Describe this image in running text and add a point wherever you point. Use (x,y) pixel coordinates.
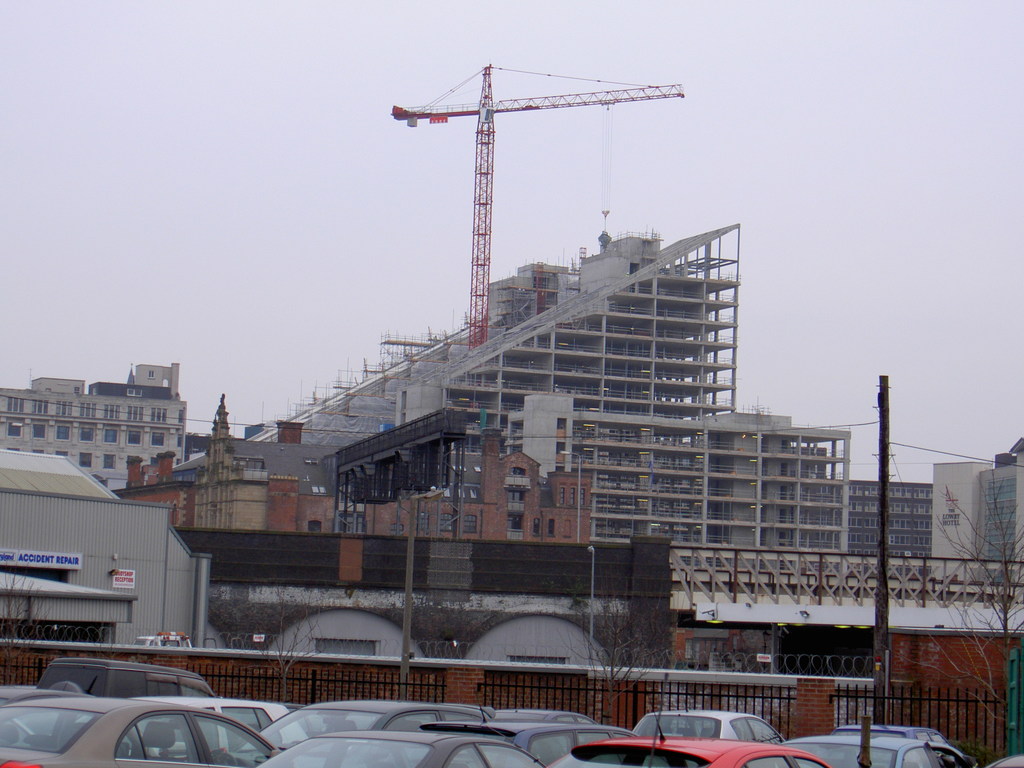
In this image we can see that there is a building (586,349) under construction. Beside the building (539,314) there is a crane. At the bottom (174,686) there are cars (197,683) on the road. Beside the cars (664,733) there is a fence (733,707). At the top (550,227) there is sky (562,223). There are buildings (60,531) all over the place.
